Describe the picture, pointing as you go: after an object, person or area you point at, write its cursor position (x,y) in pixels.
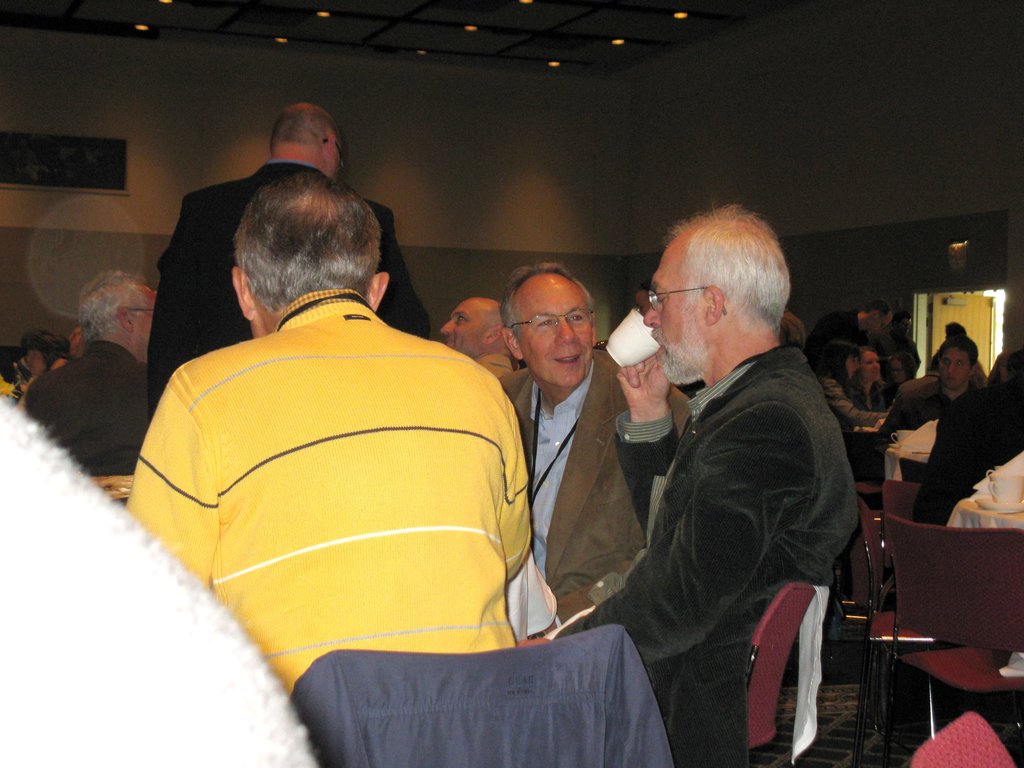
In this picture we can see a man (748,466) holding a cup (638,329) in his hand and kept the cup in his mouth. We can see a person (328,133) standing. There are a few people (400,434) visible from left to right. We can see a door (940,301) in the background (916,329).
